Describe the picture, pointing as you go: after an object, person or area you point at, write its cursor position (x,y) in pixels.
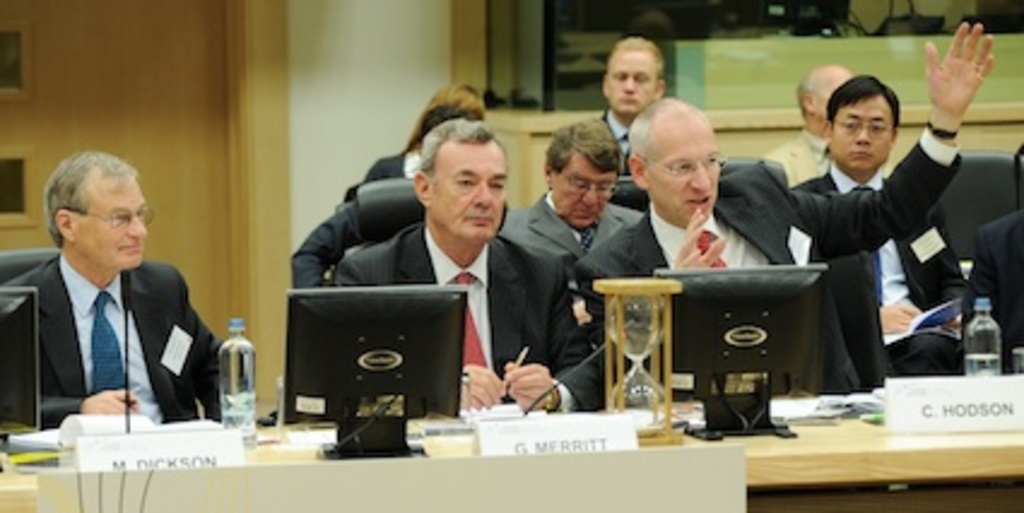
In this picture we can see some people (496,401) are sitting on the chairs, in front (478,494) we can see the table (581,463), on which we can see some systems (712,354), bottles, books (93,427), mike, behind we can see few people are sitting and talking.
